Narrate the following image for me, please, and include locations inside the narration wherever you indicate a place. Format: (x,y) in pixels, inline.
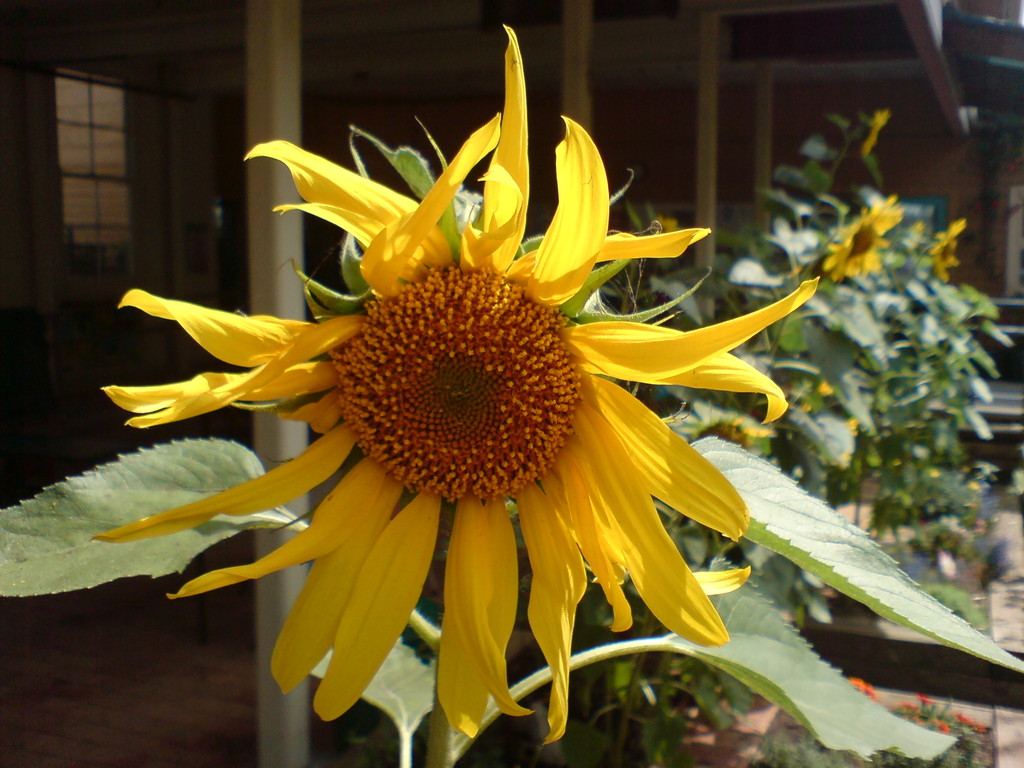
In this image I can see few yellow and orange color flowers (633,405) and few green color leaves (870,397). I can see the building (168,156), wooden poles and the windows (74,141).
